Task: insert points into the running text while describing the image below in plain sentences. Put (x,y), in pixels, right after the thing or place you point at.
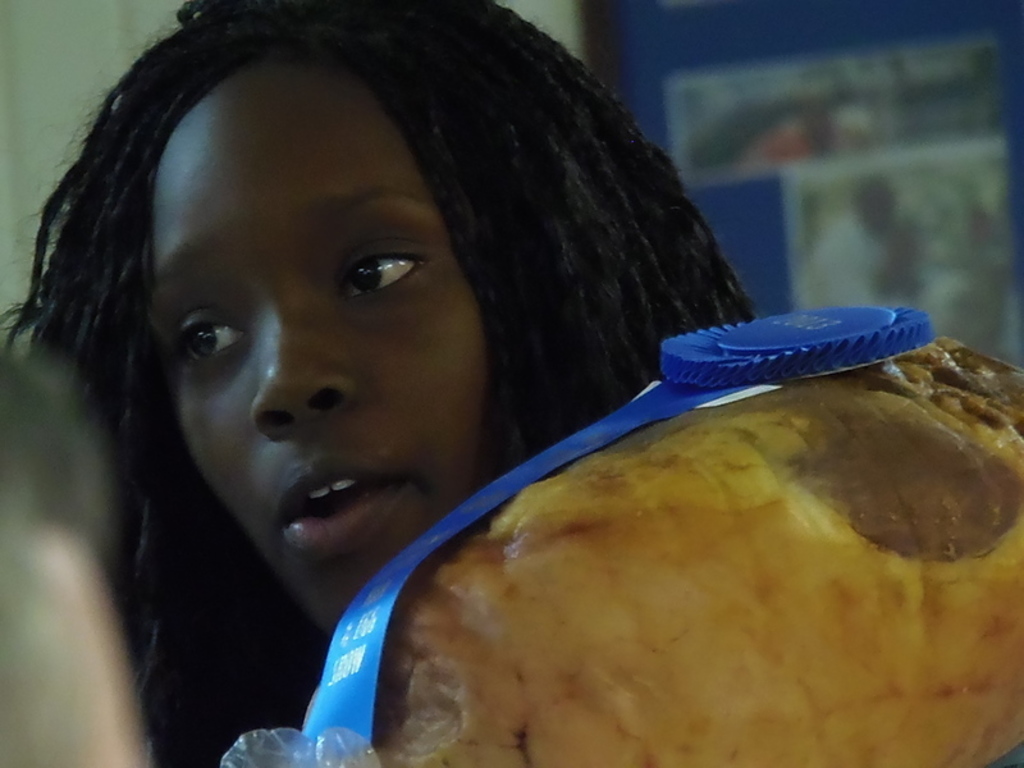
In this picture there is a African girl (302,439). In the front (578,588) there is a yellow color food (626,684) with blue color ribbon (736,358) on the top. Behind there is a blur background (900,129).
